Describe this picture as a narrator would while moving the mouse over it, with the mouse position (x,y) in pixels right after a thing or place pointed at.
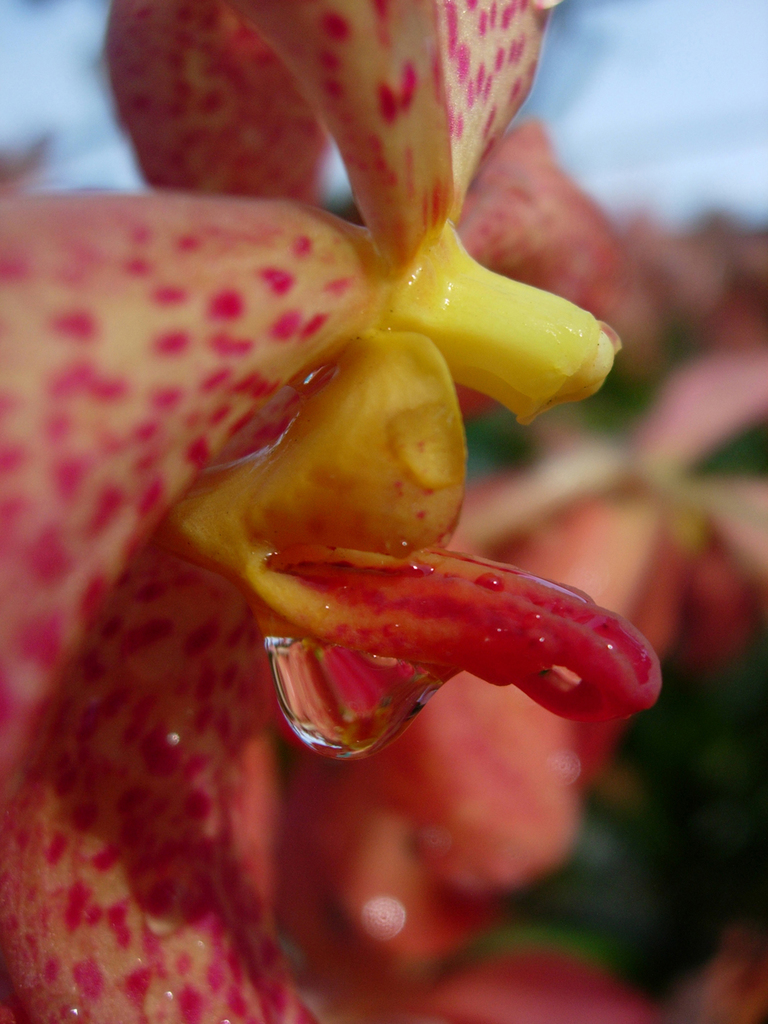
In this image we can see a flower (228,316) with a water drop (381,726) and the background (335,808) is blurred.
